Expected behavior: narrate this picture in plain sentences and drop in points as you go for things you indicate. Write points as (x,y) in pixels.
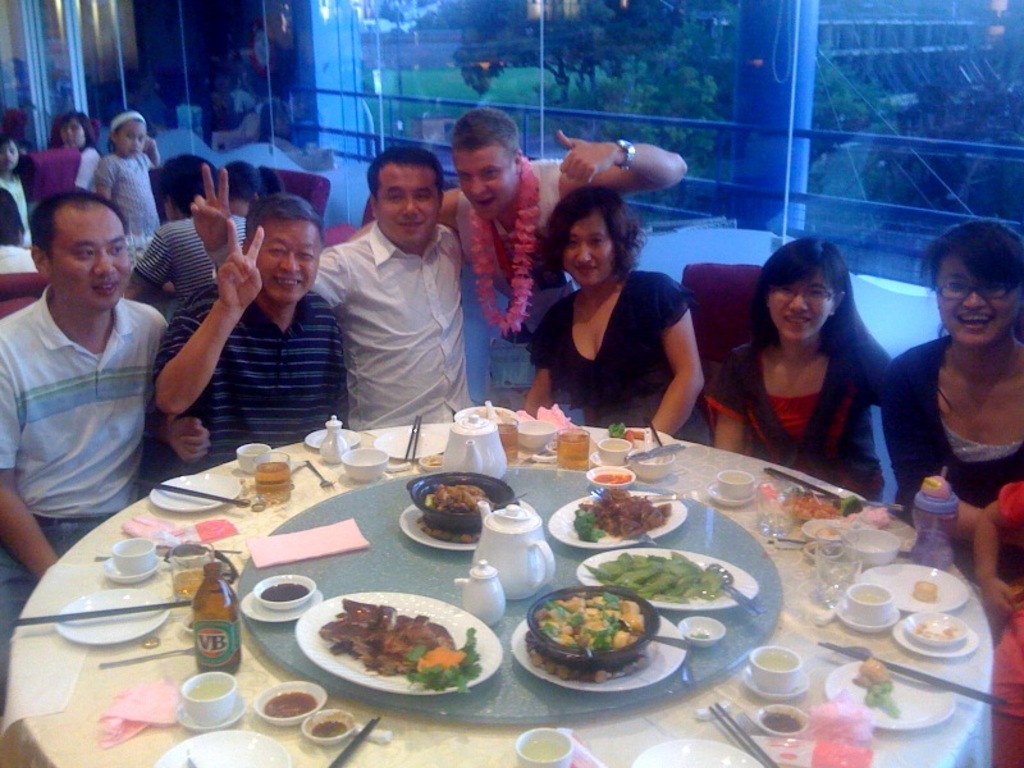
In the picture we can see some men (483,212) and women (972,253) are sitting around the table (54,600), and on the table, we can see the food items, jars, spoons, bottles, cups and bowls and in the background (78,116), we can see some people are sitting near the table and beside them we can see the glass wall (695,26).
